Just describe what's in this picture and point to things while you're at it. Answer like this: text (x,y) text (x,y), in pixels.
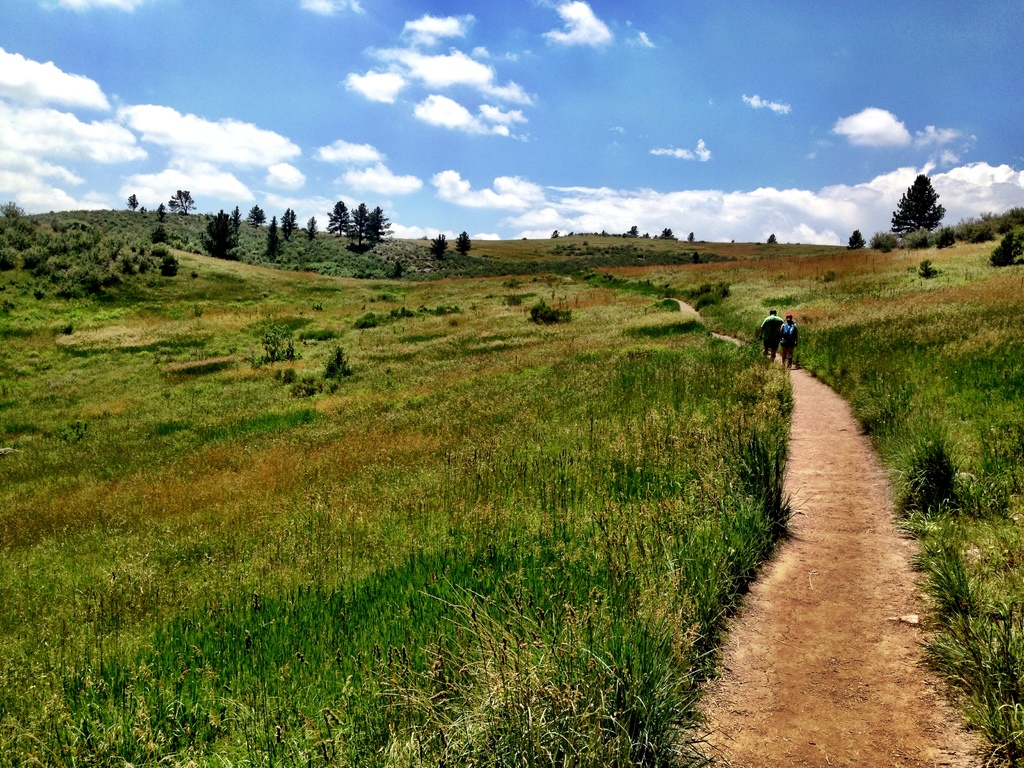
In this image we can see two persons (771,349) are standing on the path (876,648). To either side of the path (806,764) we can see grass (532,415) and plants (908,463) on the ground (521,340). In the background (349,38) we can see trees (920,191) and clouds (818,220) in the sky (706,185).
